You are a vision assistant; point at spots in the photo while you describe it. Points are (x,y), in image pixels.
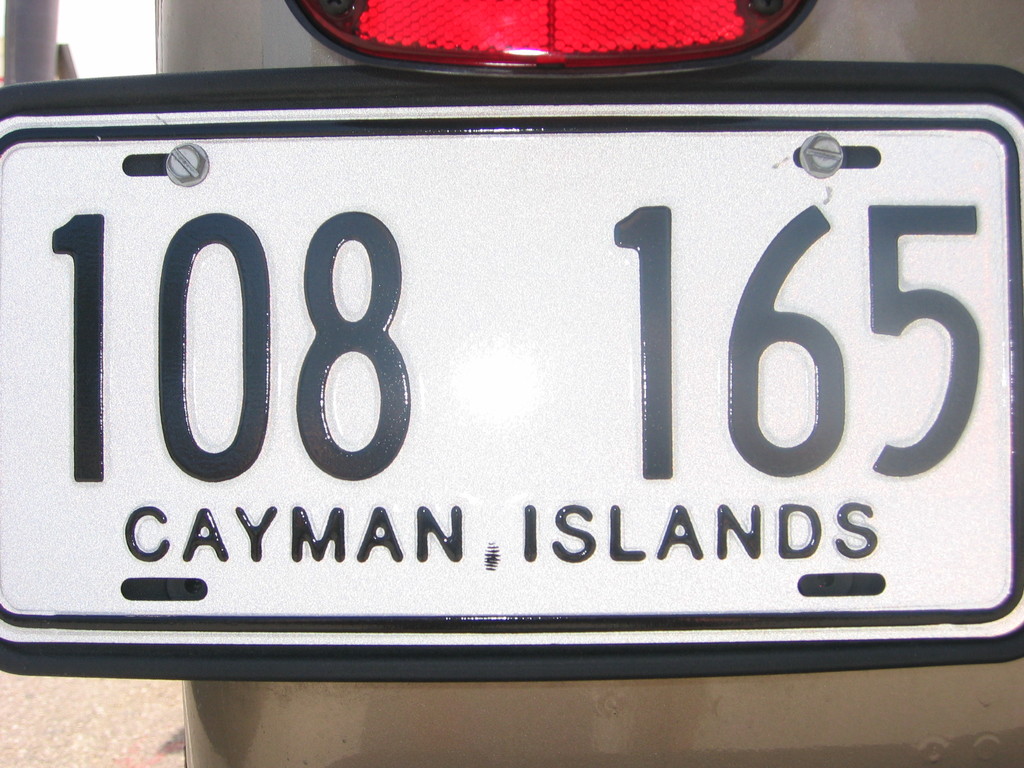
In this image there is a number plate (231,349) of a vehicle (321,337) with numbers (318,298) and text (197,535) on it.
